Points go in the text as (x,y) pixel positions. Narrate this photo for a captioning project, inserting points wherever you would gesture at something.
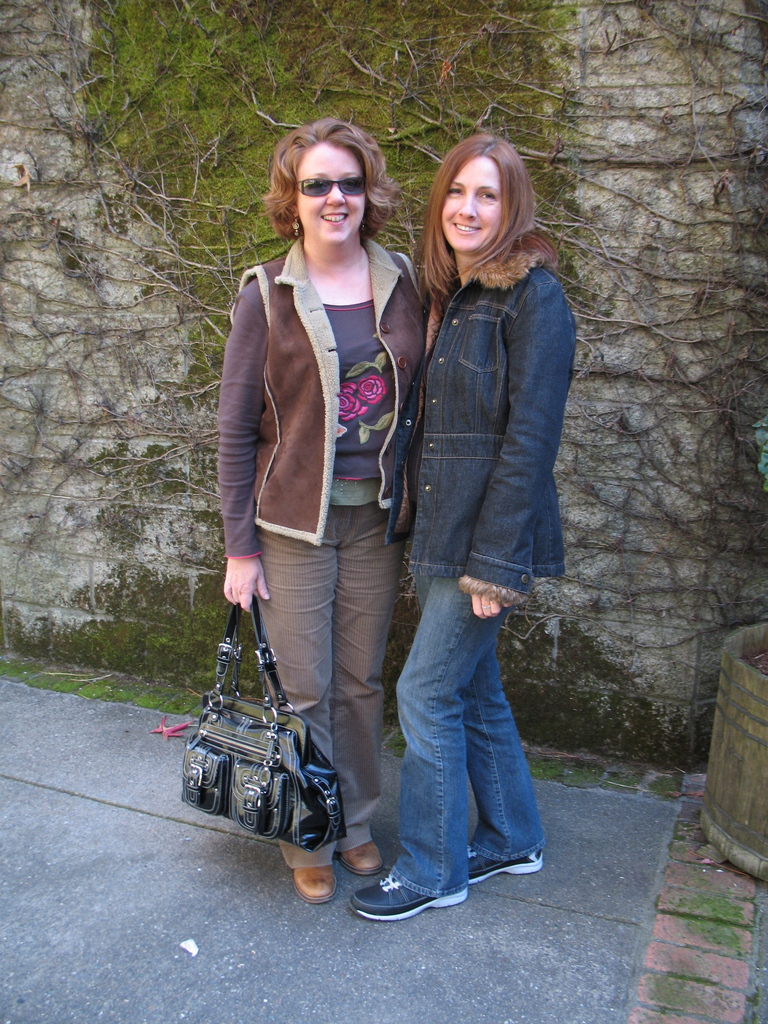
In this picture there is a person (337,748) standing and smiling and she is holding bag (255,746) with her right hand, there is an other person (465,545) standing and smiling. At the back (121,319) there is a wall (503,85), at the right (742,751) there is a pot (735,724).
